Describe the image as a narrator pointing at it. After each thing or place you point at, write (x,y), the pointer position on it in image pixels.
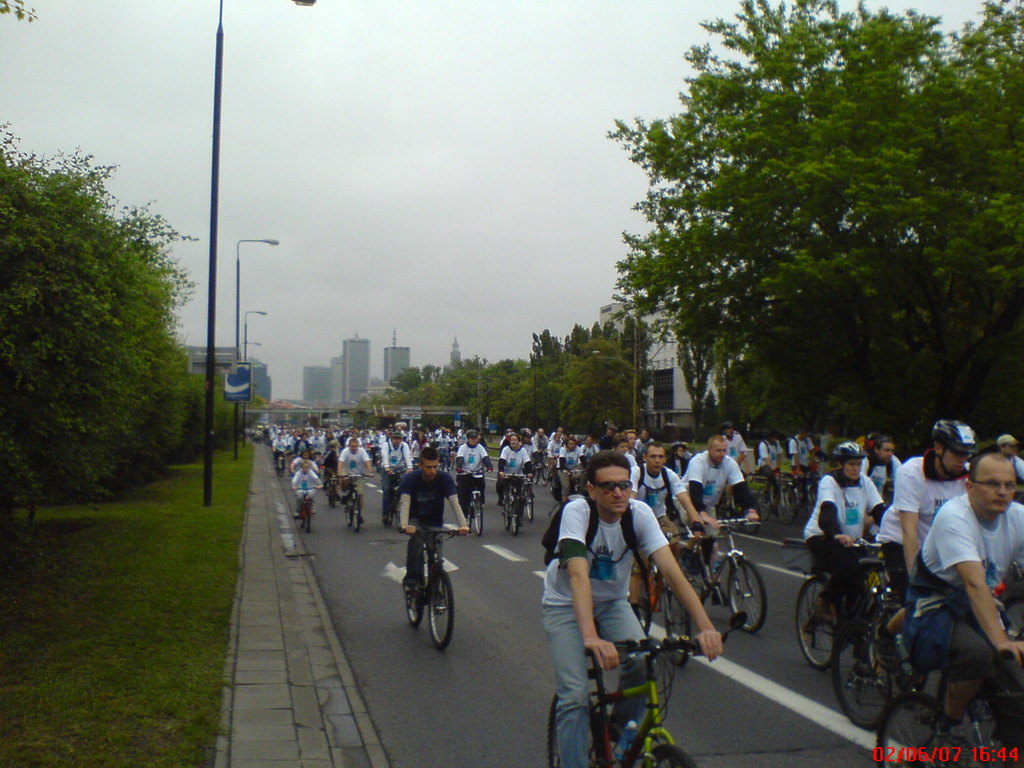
In this image we can see group of people (941,618) riding bicycle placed on the road (682,717). To the right side (1005,358) we can see group of trees (870,322), buildings (665,373). In the back ground (217,393) we can see group of poles (207,365), trees (128,241) and sky (378,159).
